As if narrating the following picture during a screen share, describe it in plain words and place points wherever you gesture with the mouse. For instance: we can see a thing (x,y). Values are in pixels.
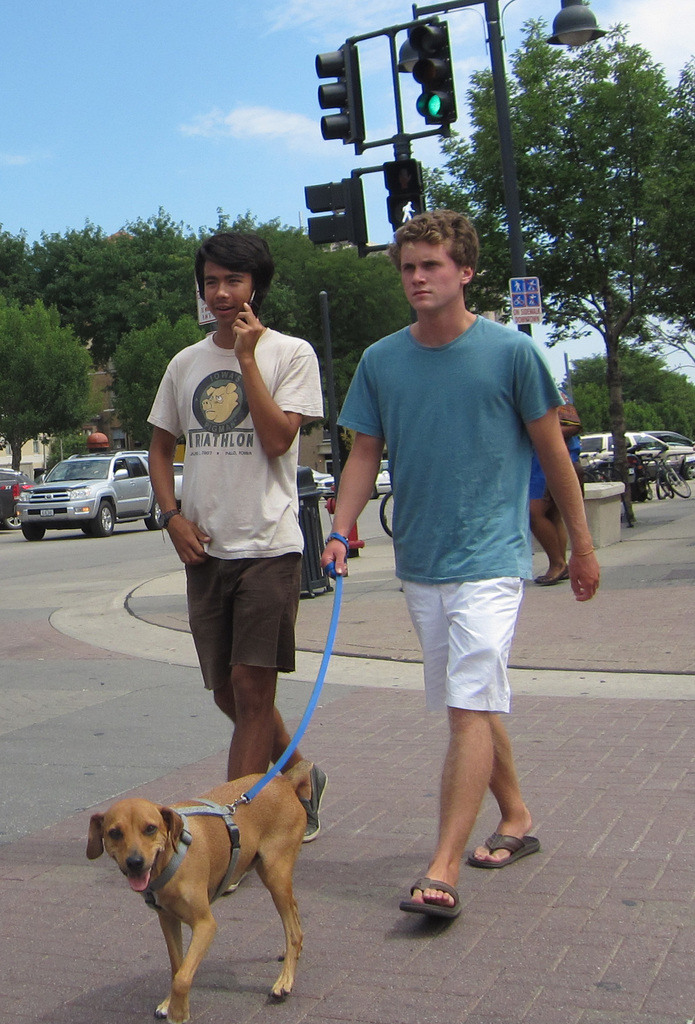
Two person (453,570) walking on the street (486,909) along with the dog (195,845). Dog (221,820) that is held with the leash (270,771) by this person (452,520). This person (466,426) wearing a blue t-shirt (477,430) and white short (477,627). Left person (273,451) holding a mobile phone (249,300). On the road (149,538) there are group of cars (136,489). Under the tree (641,226) it's a bicycle (653,470). Here it's a traffic signal (430,71) and a street light (577,15). Top we can see a sky (152,87) having some clouds (681,24).
